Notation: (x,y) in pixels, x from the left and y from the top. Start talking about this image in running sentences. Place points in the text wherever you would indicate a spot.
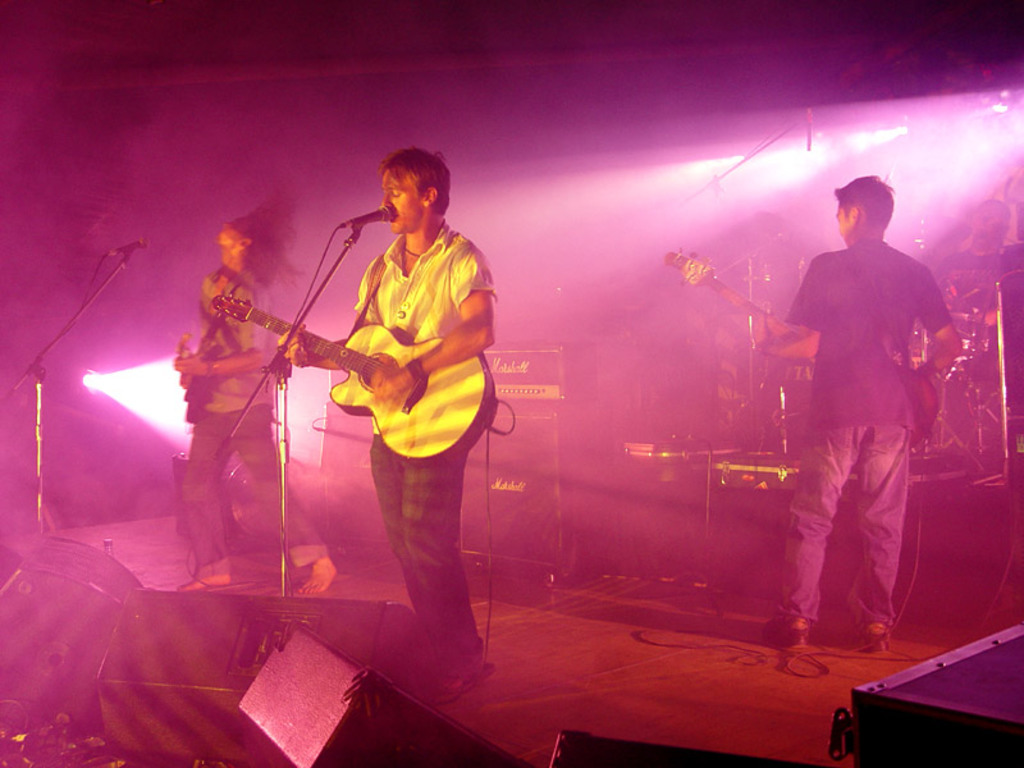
In this image, there are three persons (313,588). Out of which one person (428,362) is standing in the middle (389,483) and singing in front of the mike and playing a guitar (359,391). Another person (211,330) is playing a guitar (196,379). And the right person (864,189) is playing a guitar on the stage (626,625). At the bottom of the image (189,687), there are instruments (269,701) and speakers (133,668) kept. In the top (885,131) there is a focus light (872,142). And a background (846,73) is pink in color. It looks as if the image is taken in the hall (664,432).
